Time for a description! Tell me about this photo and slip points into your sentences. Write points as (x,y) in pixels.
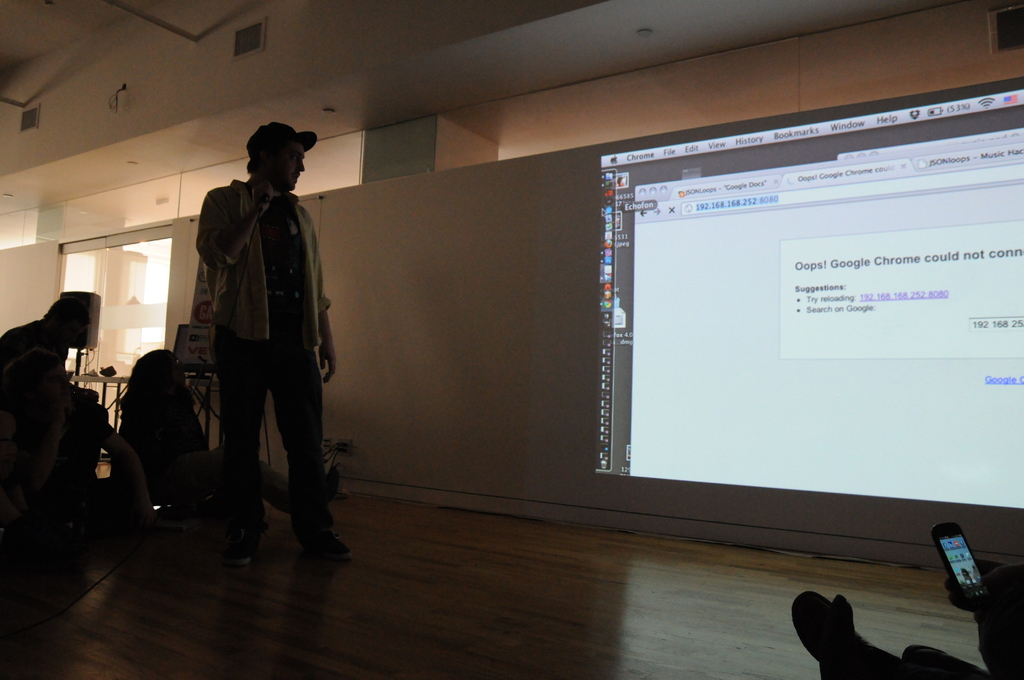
This image is clicked inside a room (441,613). There is a man (273,392) standing on the floor (373,587). Behind him there is a wall (492,323). There is text (822,271) displayed on the wall (822,271). There are a few people (870,663) sitting on the floor (152,559). In the background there is a table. There are boards (207,317) and speakers (96,315). There is a glass window (124,273) to the wall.
